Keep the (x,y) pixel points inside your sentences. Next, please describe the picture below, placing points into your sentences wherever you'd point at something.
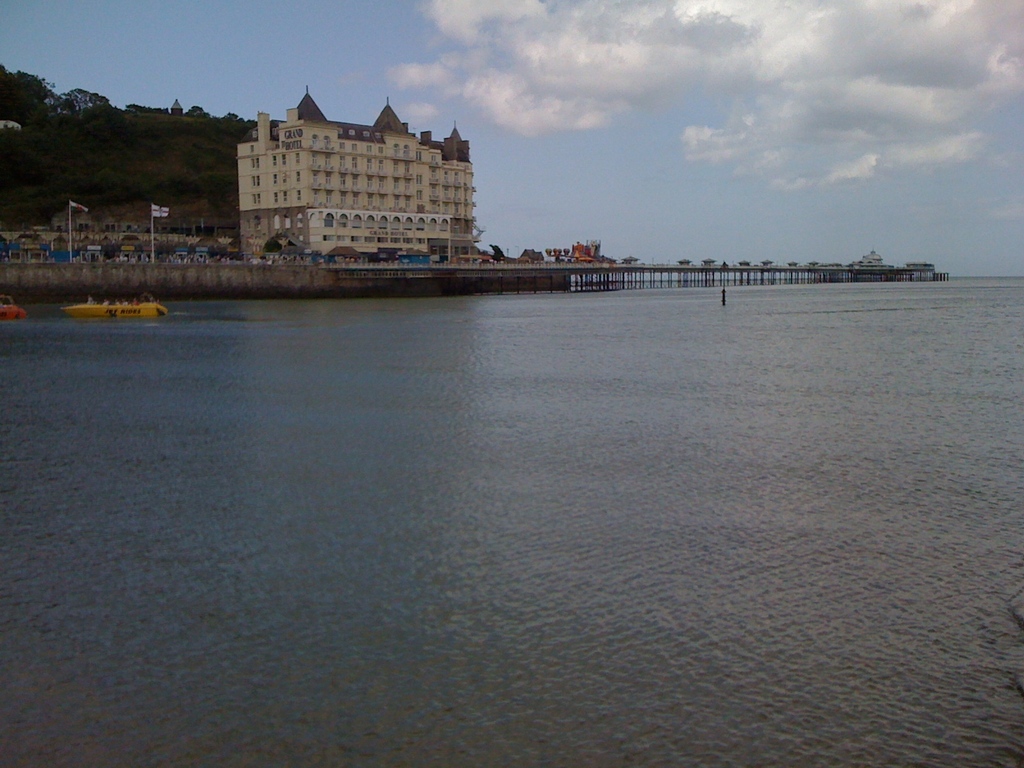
In this picture we can see a beautiful view of the sea water (374,381) in the front (853,717). Behind there is a pier (656,265) and cream building (314,199). In the background (150,178) we can see a hilly area (136,176) full of trees (139,187). On the top (606,99) we can see the sky (638,86) and clouds (589,79).
